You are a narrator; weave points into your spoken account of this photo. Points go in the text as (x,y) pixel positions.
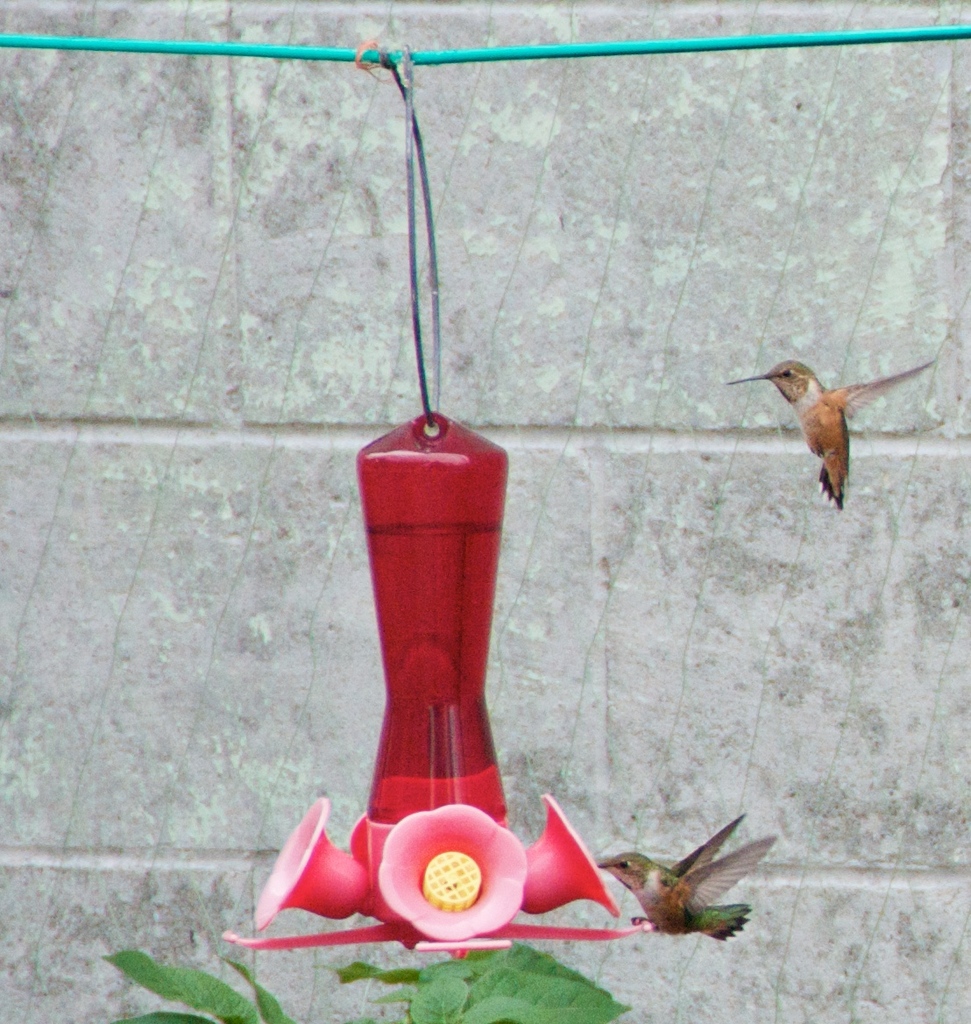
In this image we can see a container (470,921) tied with a string (408,190) on a wire (819,38). To the right side (730,924) we can see two birds (734,913) flying. In the foreground (487,1010) we can see a plant (457,1014). In the background (705,483) we can see a wall (289,1000).
